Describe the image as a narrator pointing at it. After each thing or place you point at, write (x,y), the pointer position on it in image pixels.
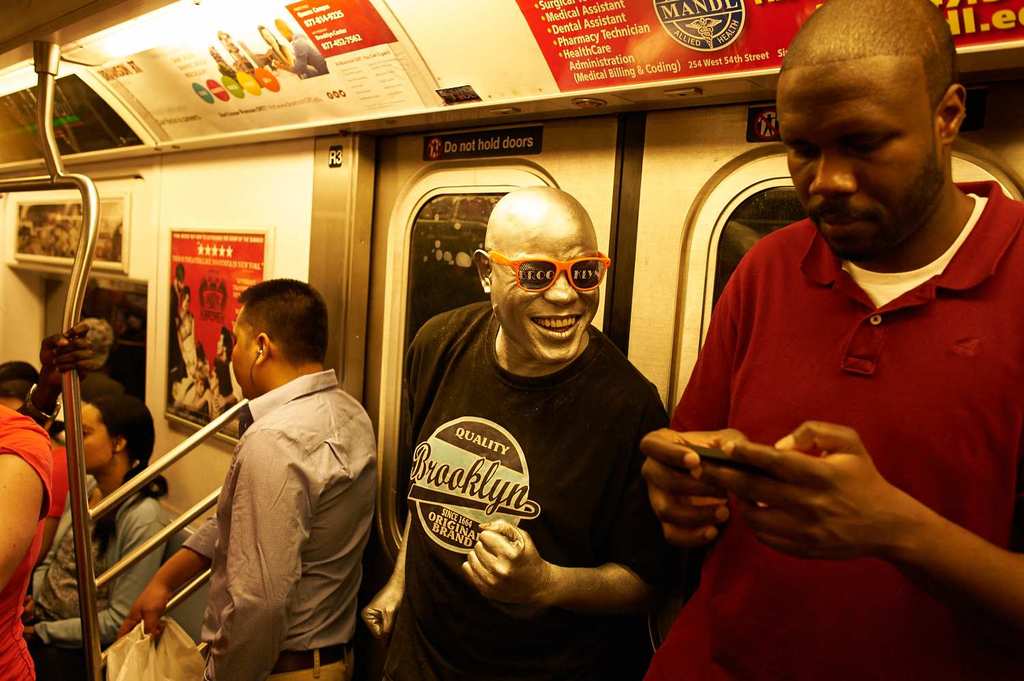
In this picture, we can see an inner view of a train (278,276), we can see a few people (246,526) standing and a few (366,486) are holding some objects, and a few (151,531) are sitting, and a person (481,418) is with gold paint (506,303), we can see poster (233,52) with some text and images (271,88) on it, we can see doors (462,266), and some metallic objects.
